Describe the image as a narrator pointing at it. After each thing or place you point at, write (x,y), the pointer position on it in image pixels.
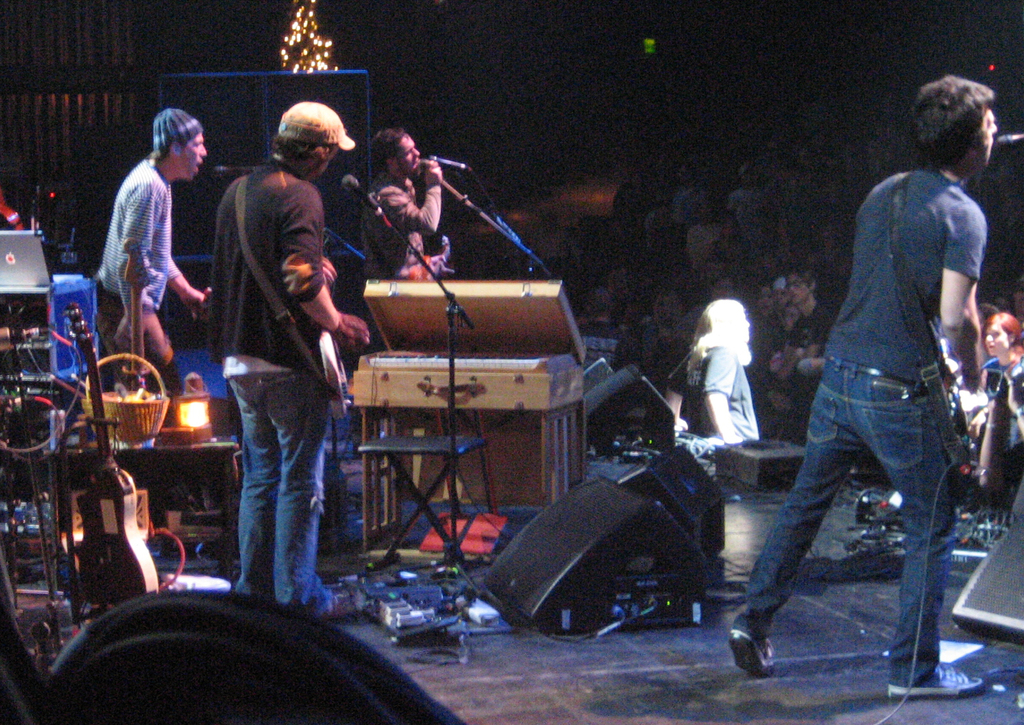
These persons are standing. These are audience (692,229). There is microphone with stand (436,277). These people (901,439) holding guitar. We can see musical instruments (435,461). On the top (304,44) we can see lights (298,51).
